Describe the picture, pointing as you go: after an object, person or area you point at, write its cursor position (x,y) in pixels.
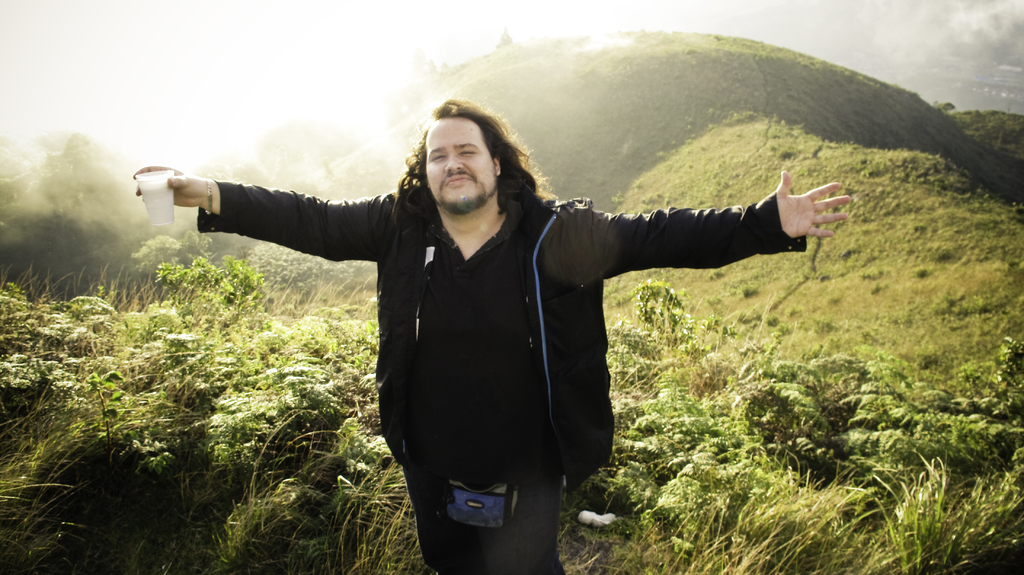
In the image I can see a place (693,114) where we have a person (514,378) who is standing and behind there are some trees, plants (696,478) and some grass (797,524).
